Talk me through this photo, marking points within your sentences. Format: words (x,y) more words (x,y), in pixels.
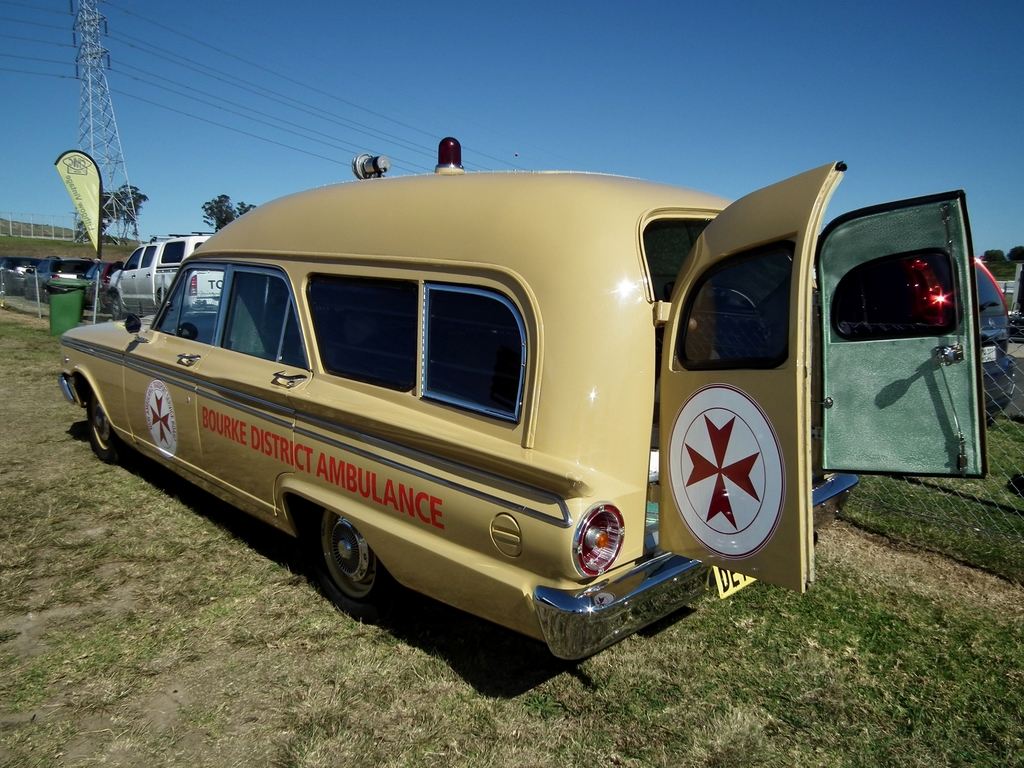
Here we can see a vehicle (389,391) on the ground (636,655) and its back doors (745,396) are opened. In the background (85,282) we can see dustbin (57,306), fence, hoarding (78,205), vehicles (43,280), grass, trees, tower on the left (94,135) side, wires (135,99) and sky (255,202).
